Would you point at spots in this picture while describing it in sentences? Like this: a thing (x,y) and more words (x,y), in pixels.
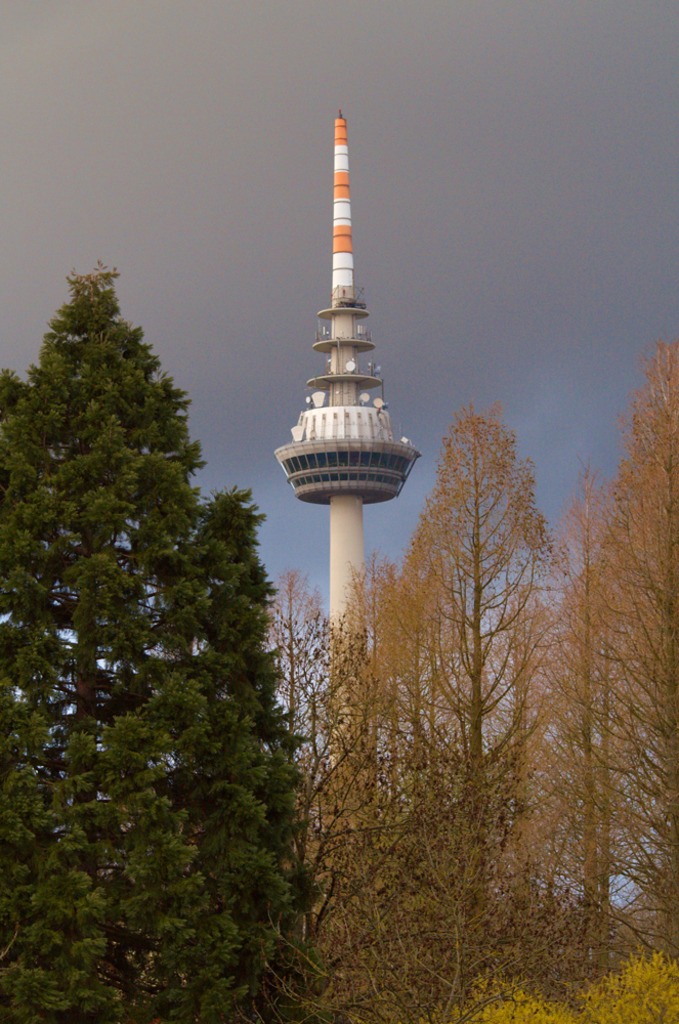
This picture contains many trees (296,906) and behind that, we see a tower (337,542). At the top of the picture (327,244), we see the sky (361,190) and this picture is clicked outside the city.
